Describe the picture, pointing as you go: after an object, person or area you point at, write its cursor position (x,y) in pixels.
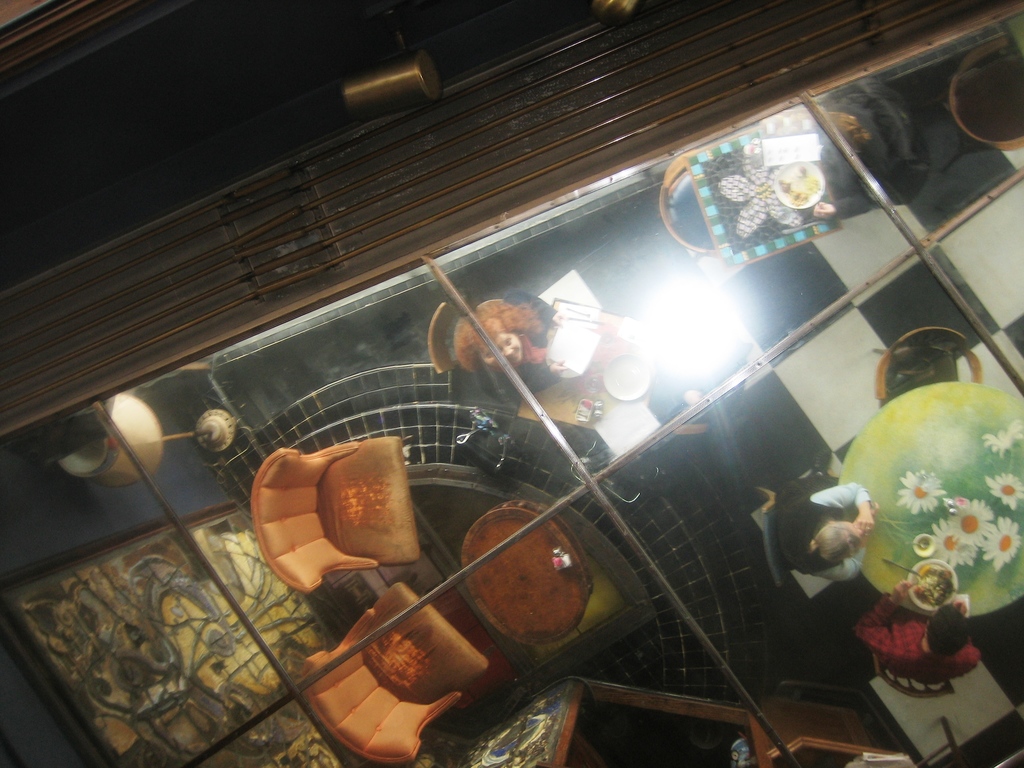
The picture consists of mirrors (471,336), in the mirrors (475,398) we can see the reflection (506,474) of tables (536,631), chairs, people (500,369), plates (618,393), lamp (143,448), floor (682,679) and other objects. At the top (727,46) it is looking like a wooden object (752,51).
